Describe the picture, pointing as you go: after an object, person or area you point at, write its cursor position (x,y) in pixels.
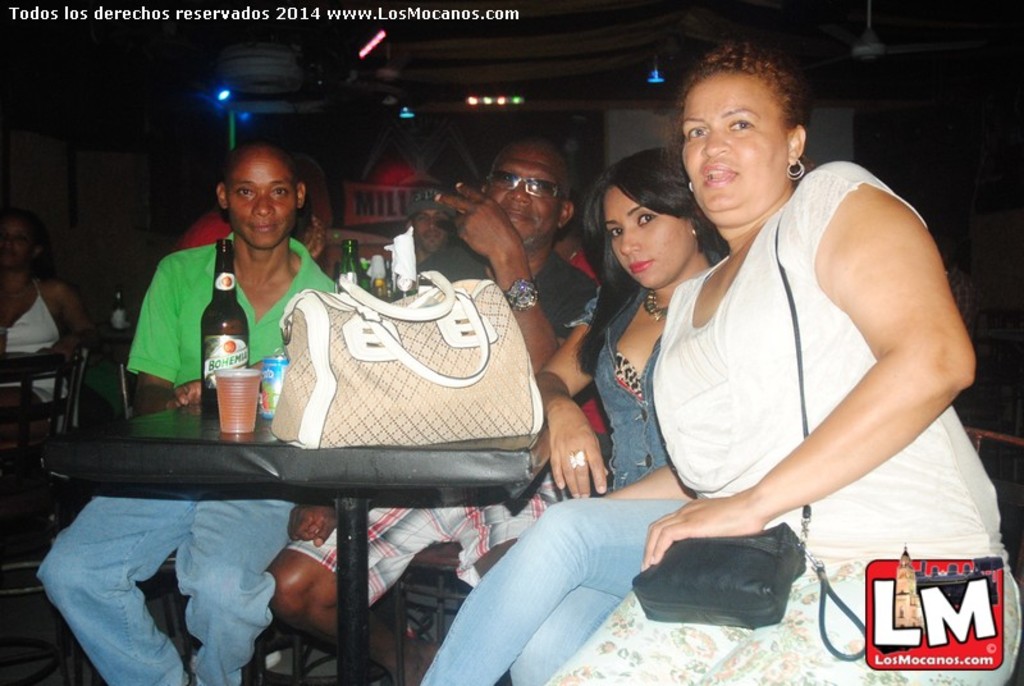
Persons (608,346) are sitting on the chair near the table (412,467) and on the table (375,466) there is bag (348,373), bottle (218,322), glass (248,412).
